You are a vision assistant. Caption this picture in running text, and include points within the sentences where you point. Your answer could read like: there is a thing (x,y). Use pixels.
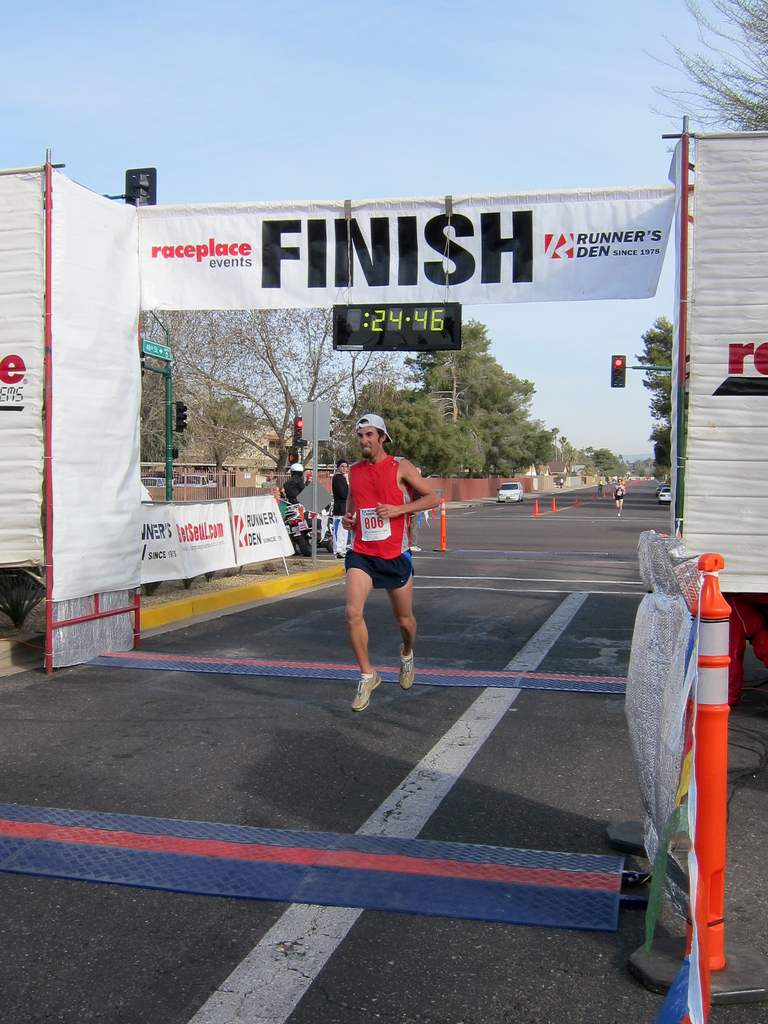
In the picture we can see a running race with a man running on the road (164,1007) under the finish banner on top of him and electronic timer board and behind him we can see two people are standing on the path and behind them we can see a traffic light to the pole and in the background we can see trees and sky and opposite side also we can see a traffic light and a part of the tree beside it and under it we can see a man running on the road (503,546) and beside him we can see a vehicle (519,490).
